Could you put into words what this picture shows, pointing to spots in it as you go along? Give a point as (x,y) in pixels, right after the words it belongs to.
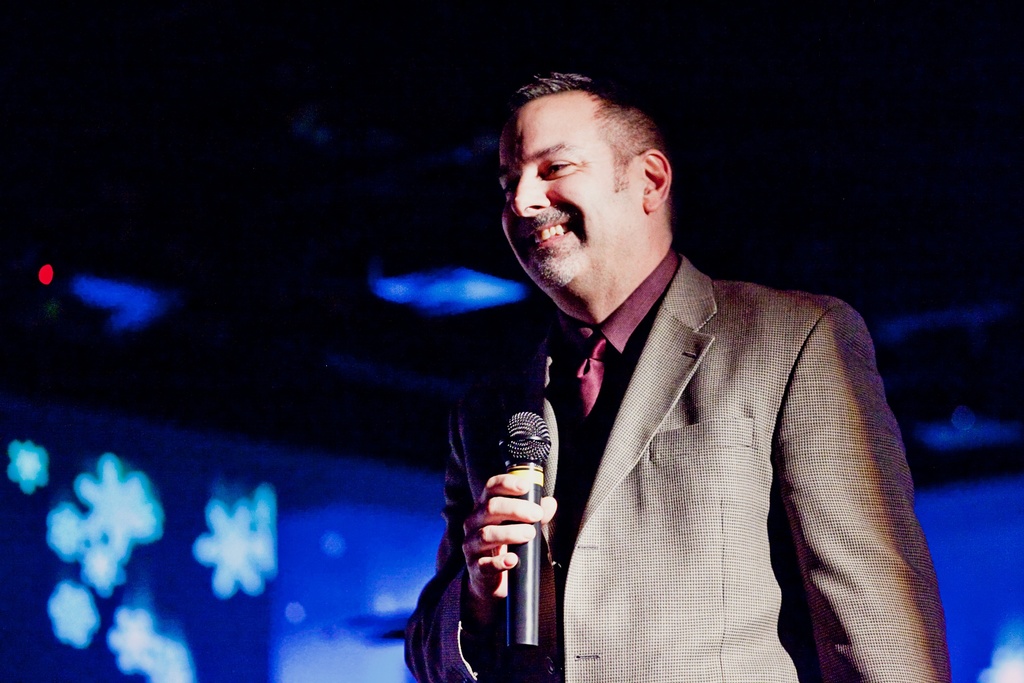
He is standing on a stage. He is holding a mic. He is smiling. We can see in the background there is a blue color decoration part (82,473) and lights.
